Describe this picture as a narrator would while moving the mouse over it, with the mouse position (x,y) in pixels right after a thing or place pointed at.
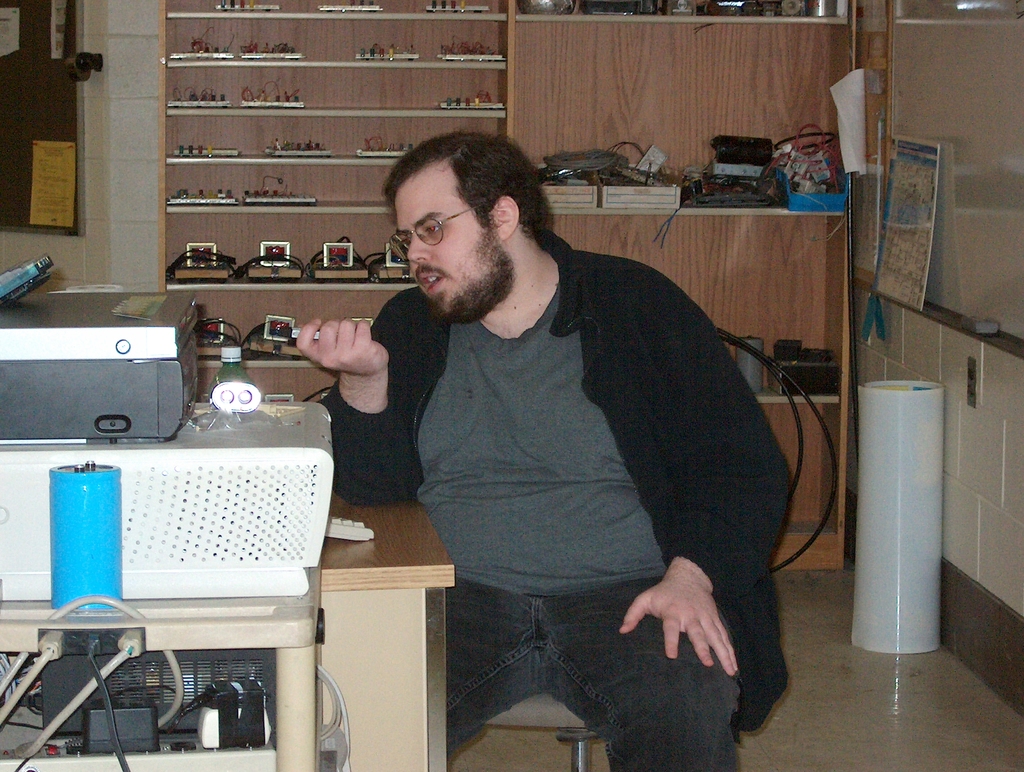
In the foreground of this image (543,527), there is man (551,310) in black dress (625,341) operating a device (155,351) with a remote (298,336) by sitting on a chair (550,711) near a table (417,587). We can also see few electronic devices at front and few in a shelf (362,112) in the background (656,186).
